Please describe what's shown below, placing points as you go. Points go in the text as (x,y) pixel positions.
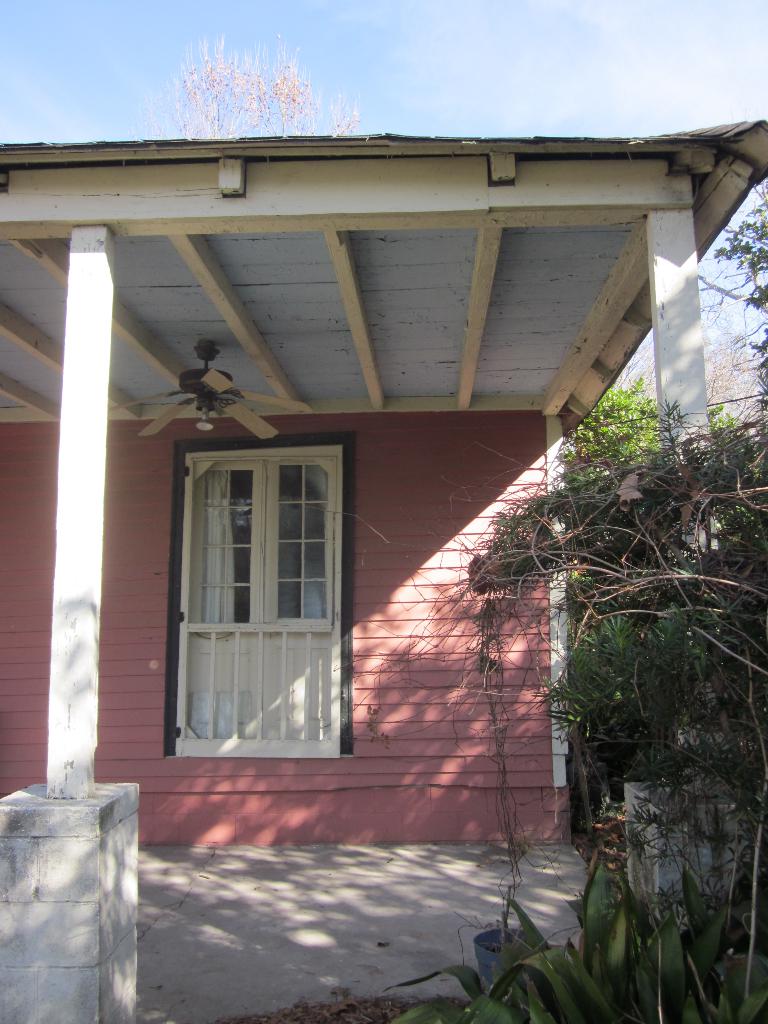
In this image there is a house (321,539) to that house (269,539) there is a window (269,539), at the top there is a fan (208,394), on the right side (710,469) there are trees (670,626) in the background (170,50) there is the sky (346,44).
